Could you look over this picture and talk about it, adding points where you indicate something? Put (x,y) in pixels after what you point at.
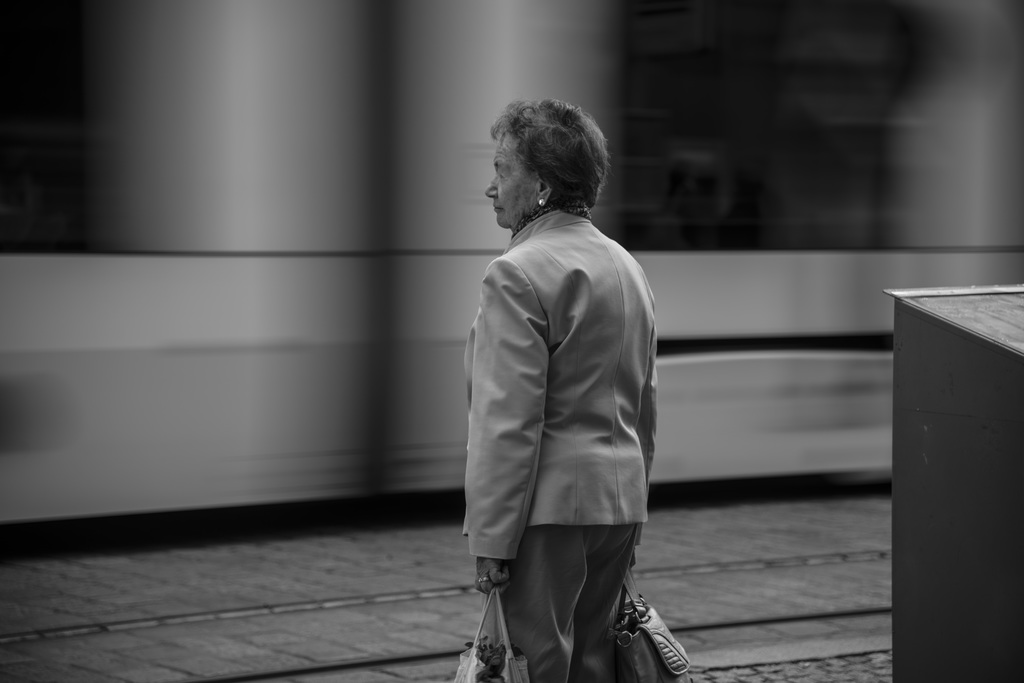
In this picture we can see a woman (542,636) standing and holding the bags (507,652).
